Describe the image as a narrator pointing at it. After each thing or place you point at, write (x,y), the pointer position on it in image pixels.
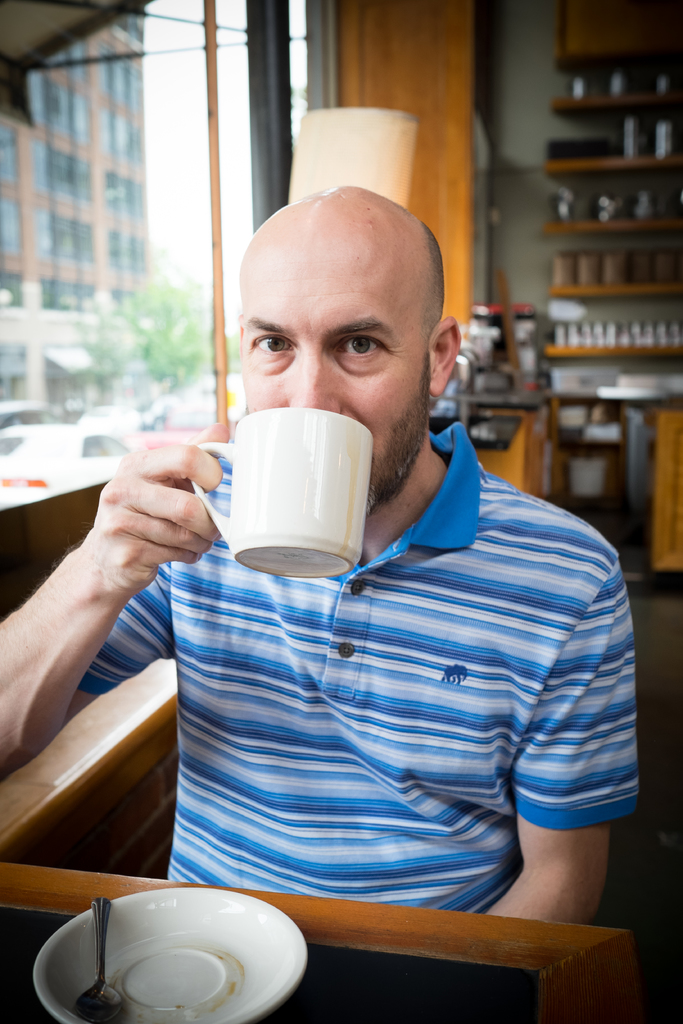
He is holding a cup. There is a table (346,938). There is a saucer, spoon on a table (401,936). We can see in the background (587,410) there is a building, tree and cupboard (611,444).
